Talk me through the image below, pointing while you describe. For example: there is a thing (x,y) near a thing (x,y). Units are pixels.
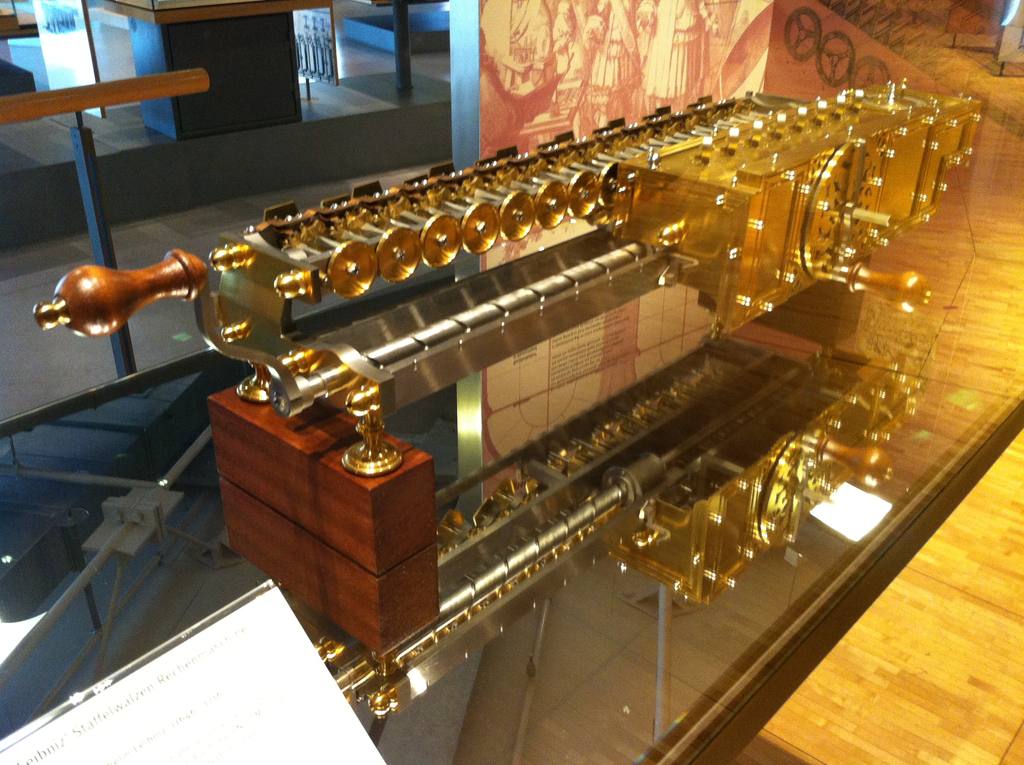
This is a machine (679,209), this is wooden object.
